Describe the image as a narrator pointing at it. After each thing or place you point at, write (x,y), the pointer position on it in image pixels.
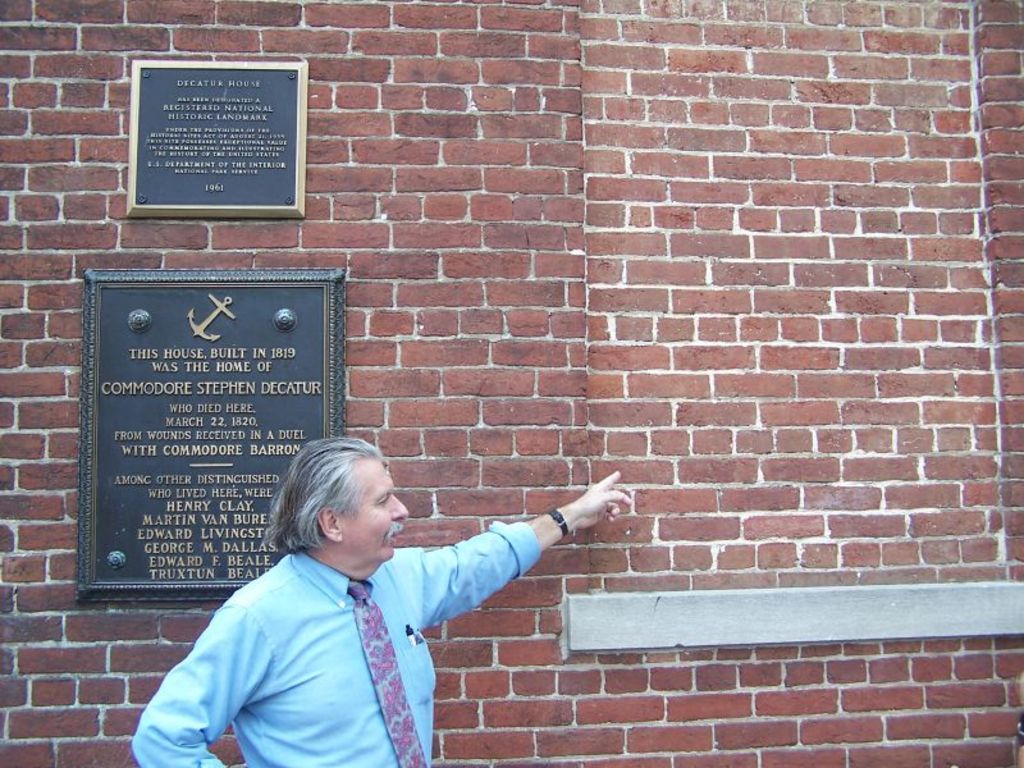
In the foreground of this picture (365,621), there is a man (398,657) in sky blue shirt (354,659) showing finger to a brick wall (709,411) and there are two name boards (232,188) attached to the brick wall (516,227).
